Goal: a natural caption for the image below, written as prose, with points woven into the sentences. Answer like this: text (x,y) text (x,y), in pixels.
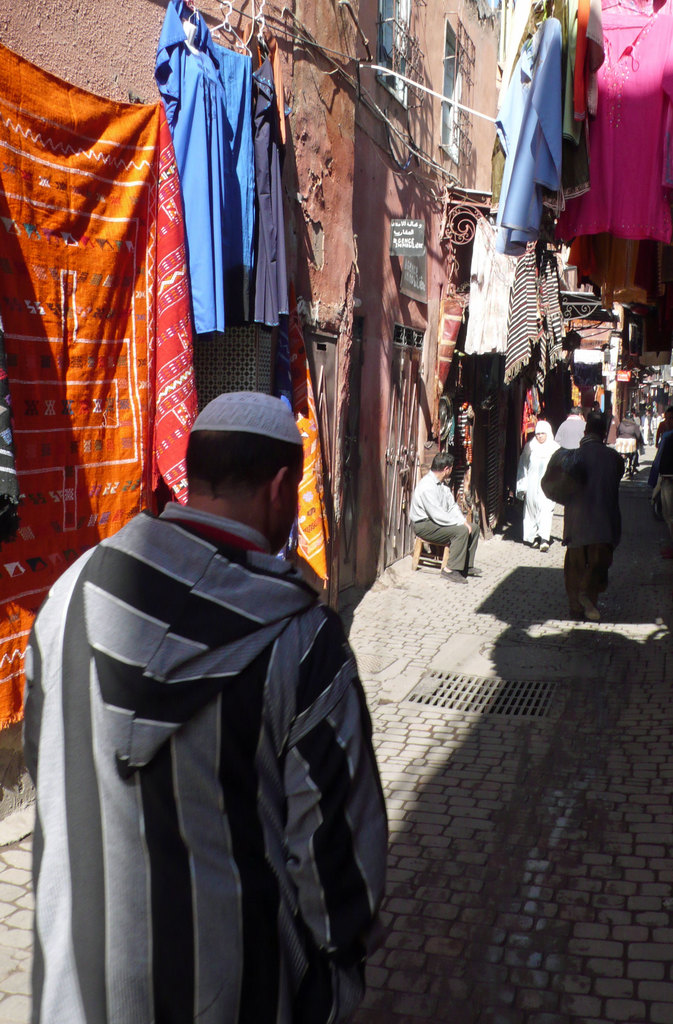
In the picture I can see a person (239,697) is walking on the road (562,910), we can see clothes (628,58) are hanged to the wall (12,750), we can see a few more people (576,514) walking on the road (522,581) and we can see the buildings (432,121) in the background (491,210).
